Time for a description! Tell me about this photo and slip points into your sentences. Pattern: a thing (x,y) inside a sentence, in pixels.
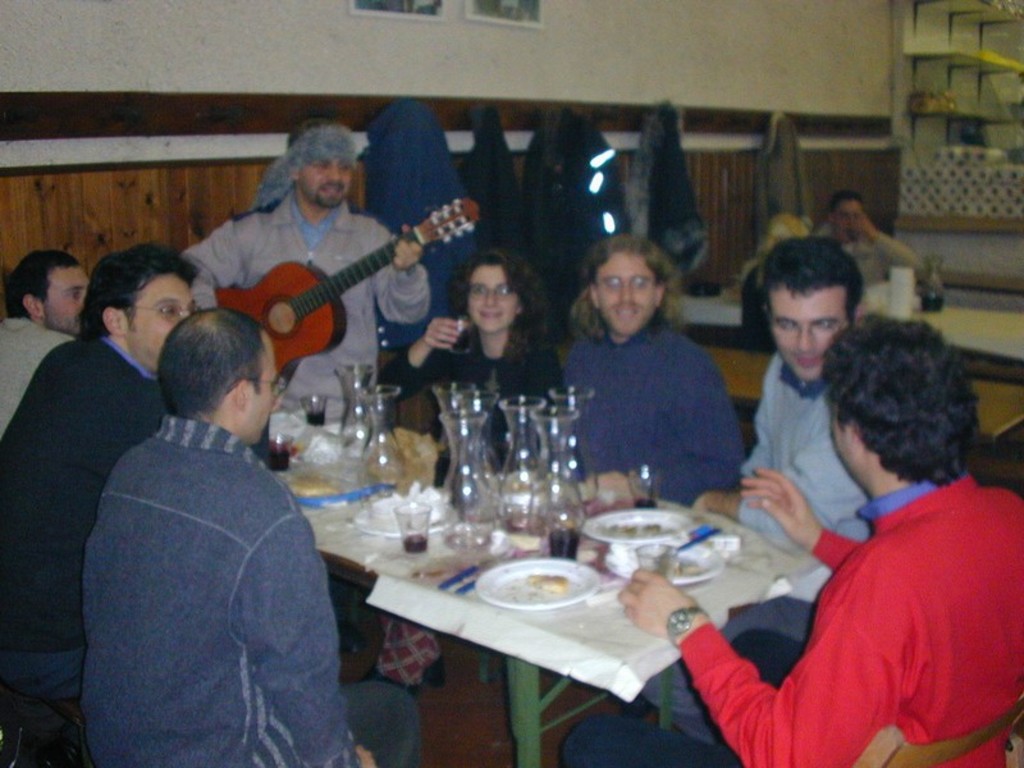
In this picture we can see some persons (838,600) sitting on the chairs (918,759) around the table (544,664). On the table (567,635) there is a plate (574,568), glass (540,503) and tissues (410,487). Here we can see a person (299,377) standing and playing a guitar (292,273). And on the background (579,128) we can see coats (607,157), and there is a wall (720,56). This is the frame (532,17). Here we can see one more person (904,243) sitting on the chair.
